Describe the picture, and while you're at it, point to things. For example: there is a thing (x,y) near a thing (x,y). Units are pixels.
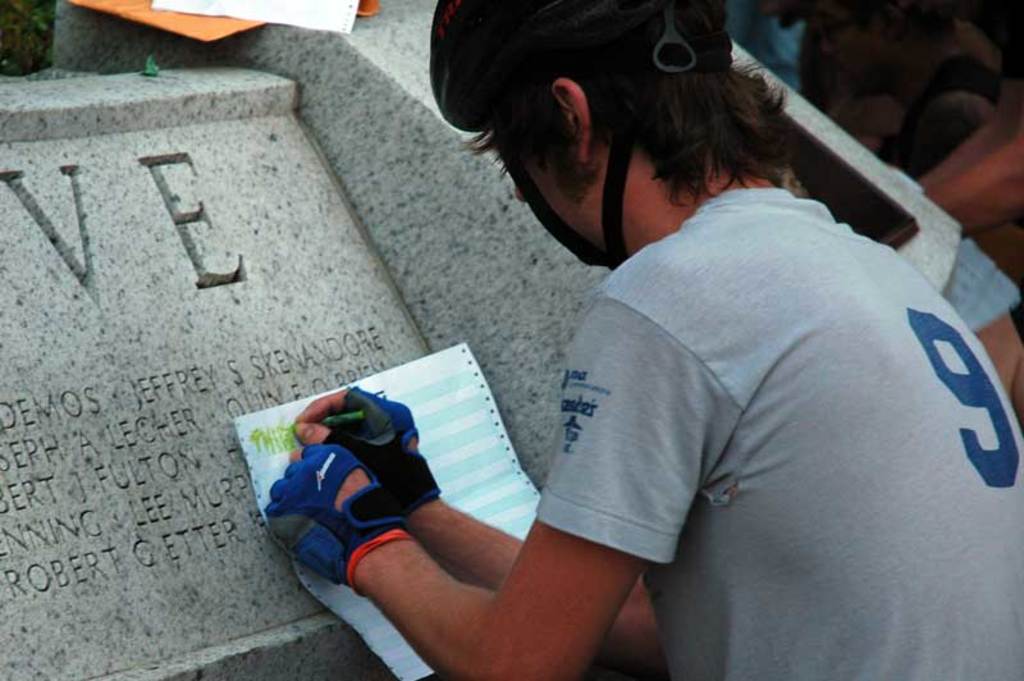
In this image, there are a few people (879,43). Among them, we can see a person (417,471) holding an object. We can see some stones (373,110) with text (20,538). We can also see some objects (176,19) at the top (159,15).
